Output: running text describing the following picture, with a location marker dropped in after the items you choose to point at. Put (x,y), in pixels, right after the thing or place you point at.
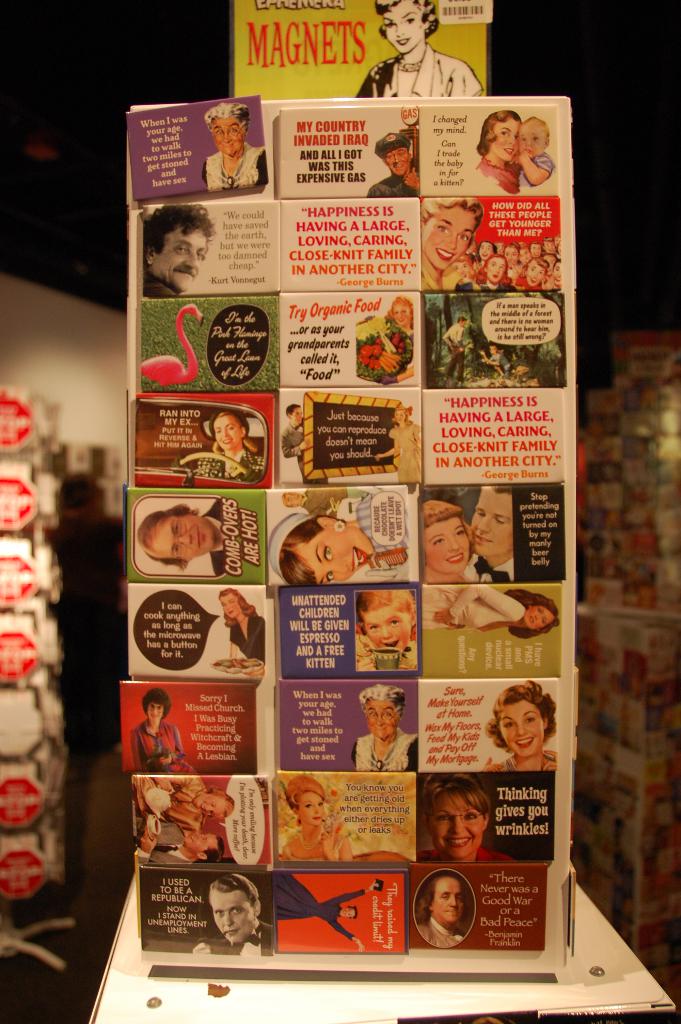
In the foreground of the picture (227,275) there are stickers (261,145) of magnet (199,633). The background (65,314) is blurred.
